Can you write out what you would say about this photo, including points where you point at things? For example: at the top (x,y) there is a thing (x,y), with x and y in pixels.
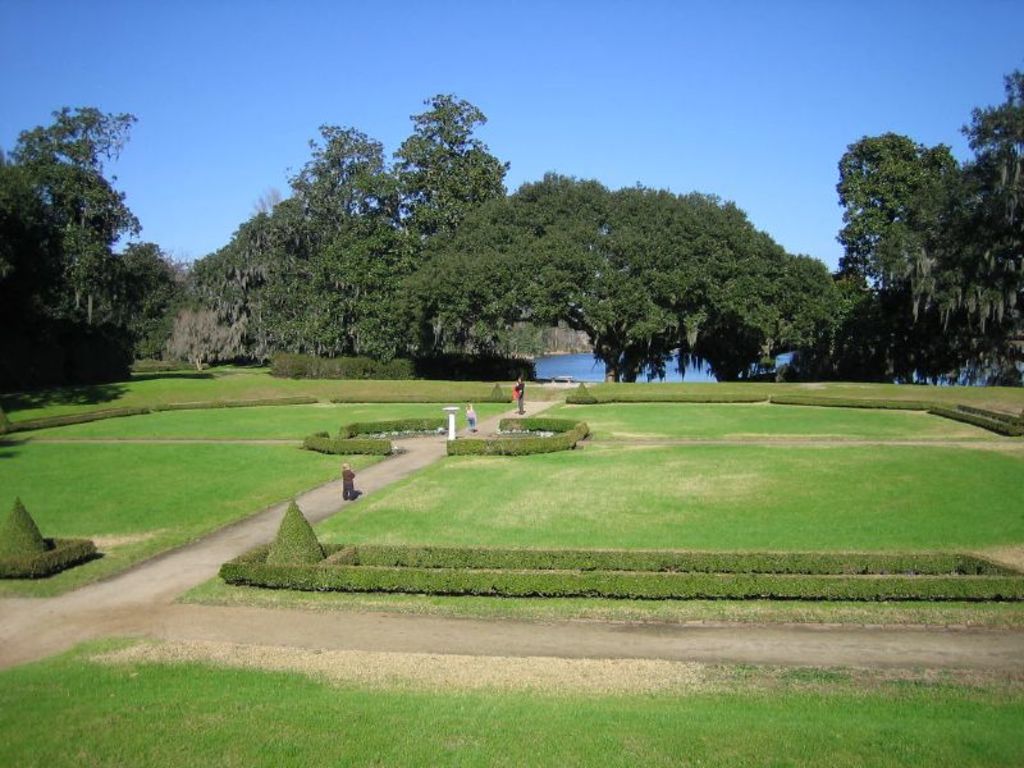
There is grass (821,504), people (342,490) are present on the walkway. There are trees (680,353) at the back (1017,348), behind that there is water (591,353).
